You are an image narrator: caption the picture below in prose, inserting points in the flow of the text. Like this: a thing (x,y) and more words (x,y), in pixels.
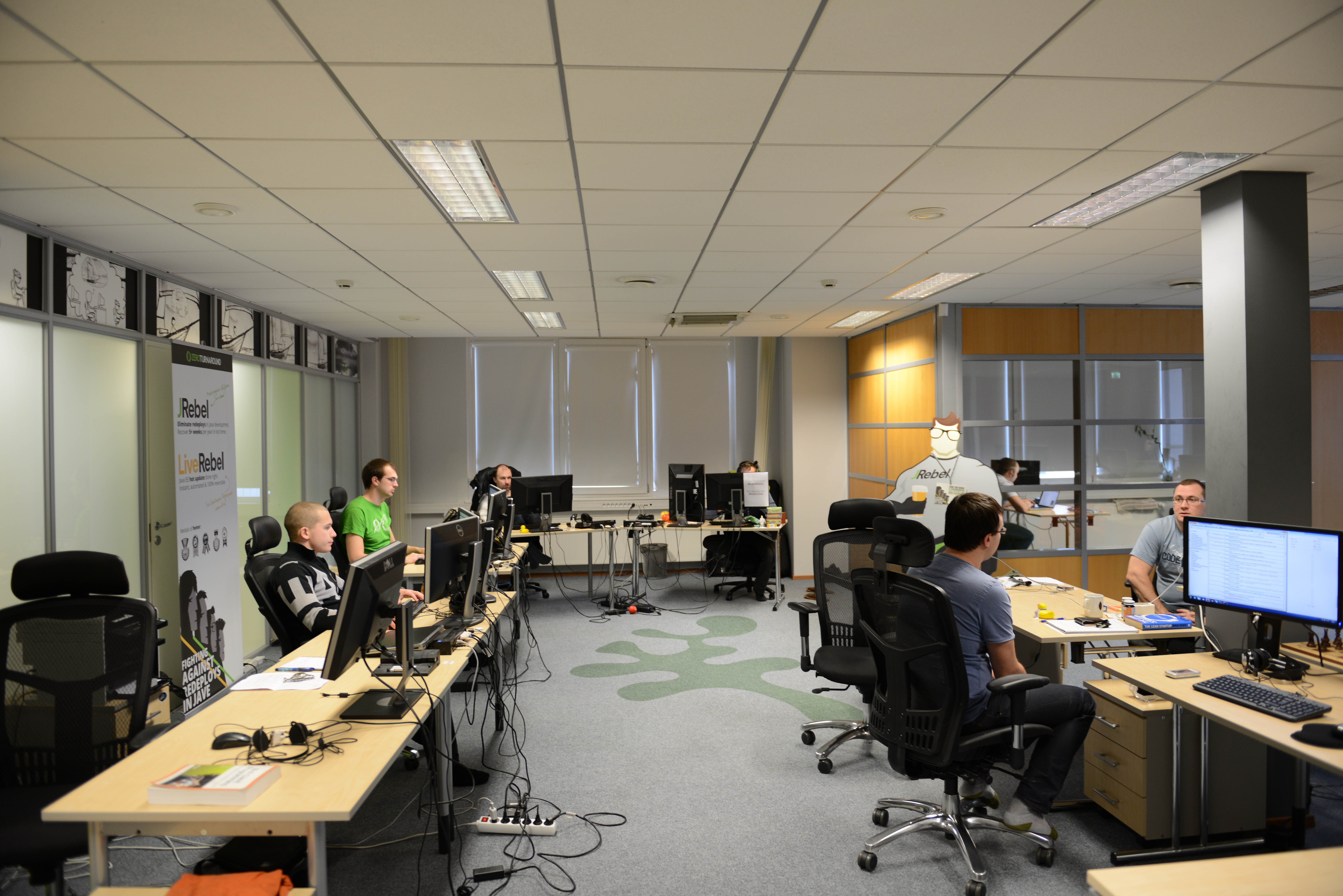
In this image we can see a few people (1190,483) who are sitting in front of a computer (455,582) and they are working.
